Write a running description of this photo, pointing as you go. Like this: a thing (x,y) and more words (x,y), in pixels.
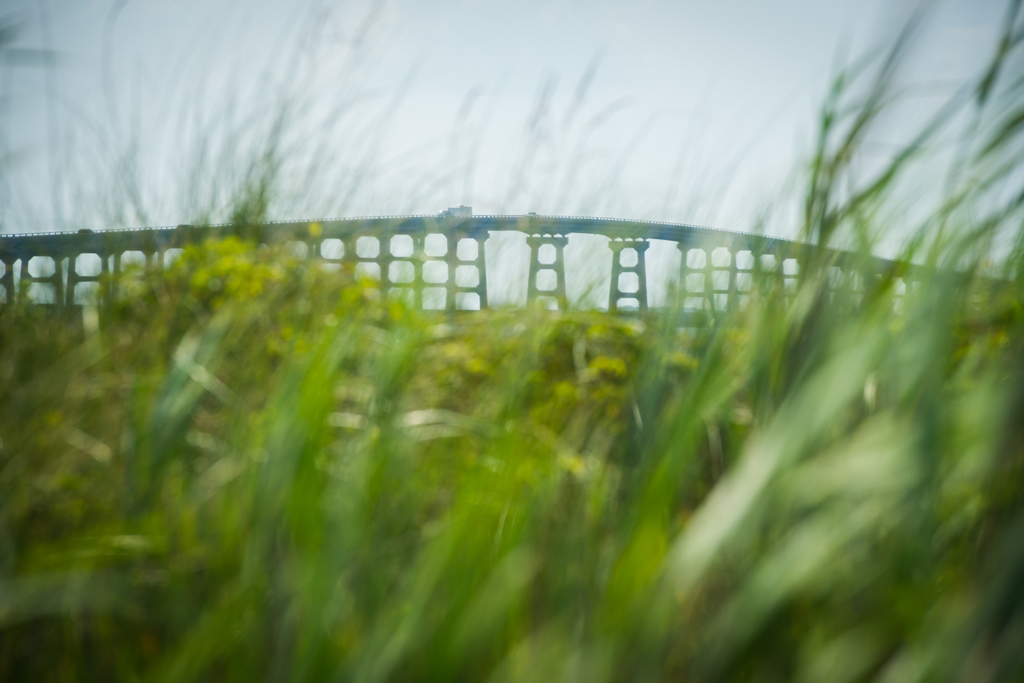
In this image we can see grass (732,426). In the background (182,237) there is bridge (709,291) with pillars (484,291). Also there is sky (340,67).
